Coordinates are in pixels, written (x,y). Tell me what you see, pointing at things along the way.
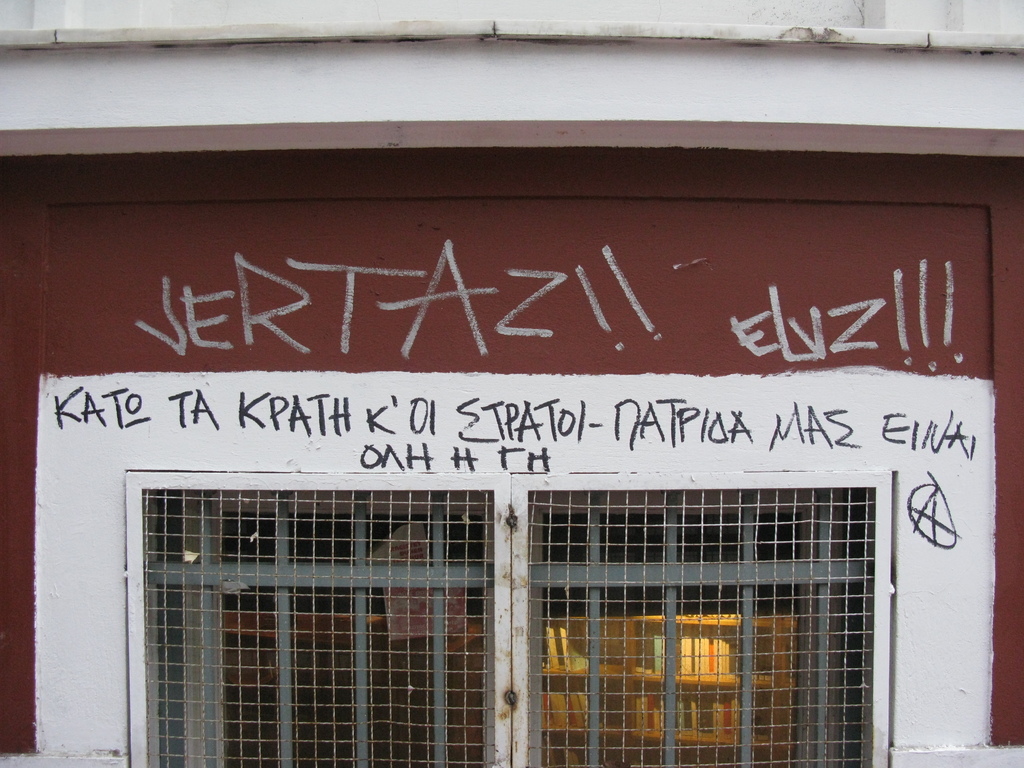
In this image, we can see a wall (950,337) with the fence doors (514,597).
